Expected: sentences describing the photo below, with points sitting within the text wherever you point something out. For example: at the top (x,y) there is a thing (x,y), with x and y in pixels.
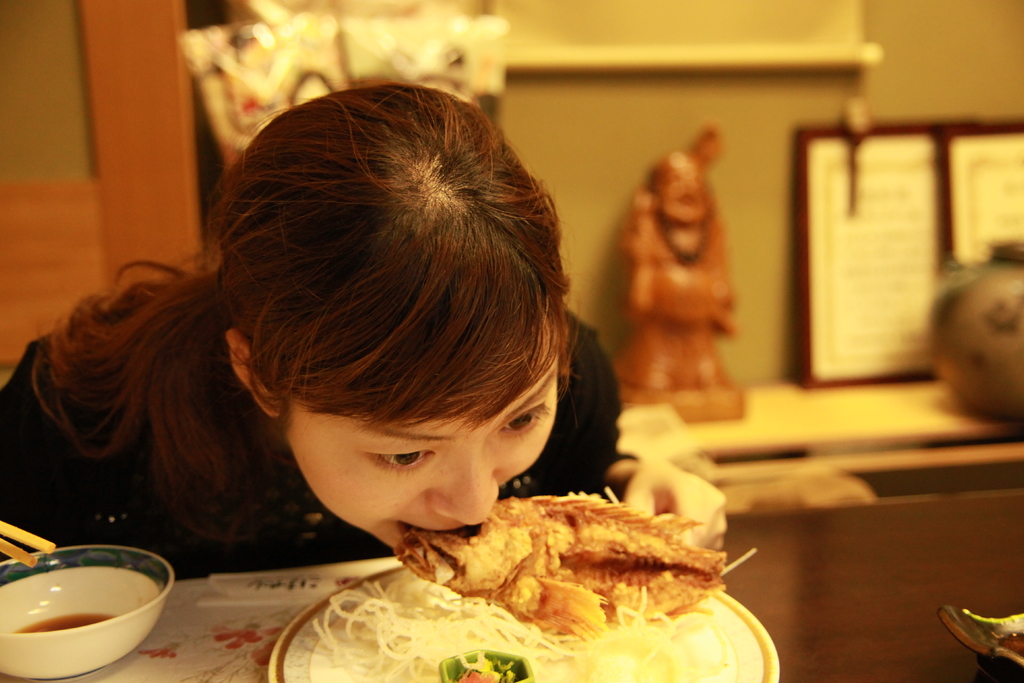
Here is a girl (385,408) eating food (504,604). This looks like a fish (591,569) and noodles (433,649). This is a table (255,658) with a plate (271,667) and bowl (138,635) placed on it. At background (647,322) I can see a toy (697,323) and photo frame (804,296) and some other object (992,357) placed on the desk (890,457).
